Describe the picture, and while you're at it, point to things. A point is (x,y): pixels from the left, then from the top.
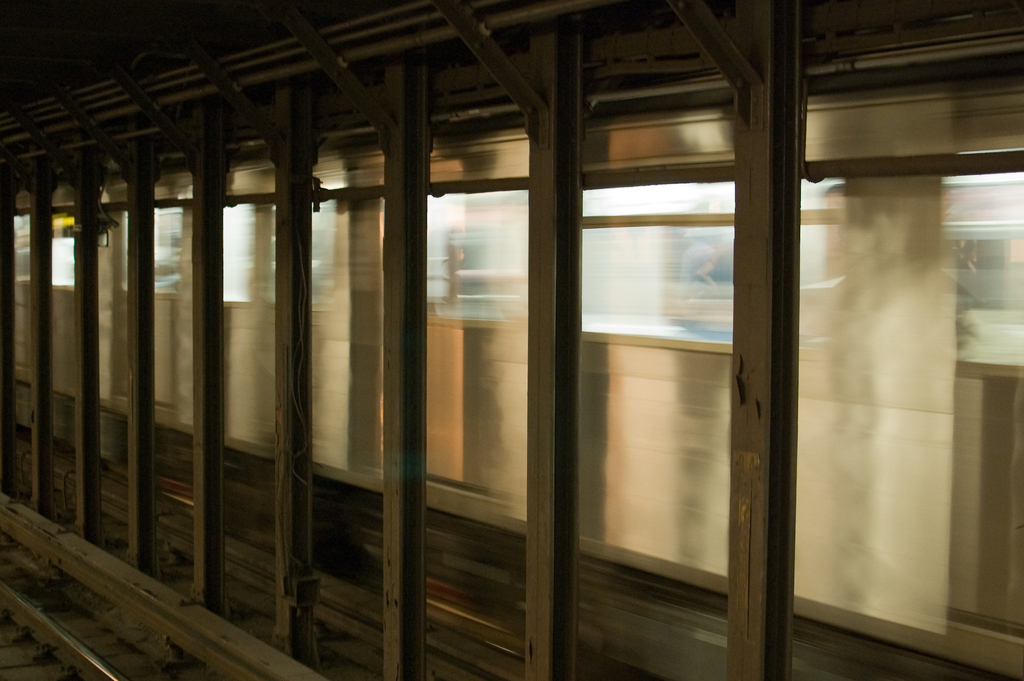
There are many pillars (404,332). In the back (641,396) there is a train (635,337) with windows (465,255) on a railway track (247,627).
